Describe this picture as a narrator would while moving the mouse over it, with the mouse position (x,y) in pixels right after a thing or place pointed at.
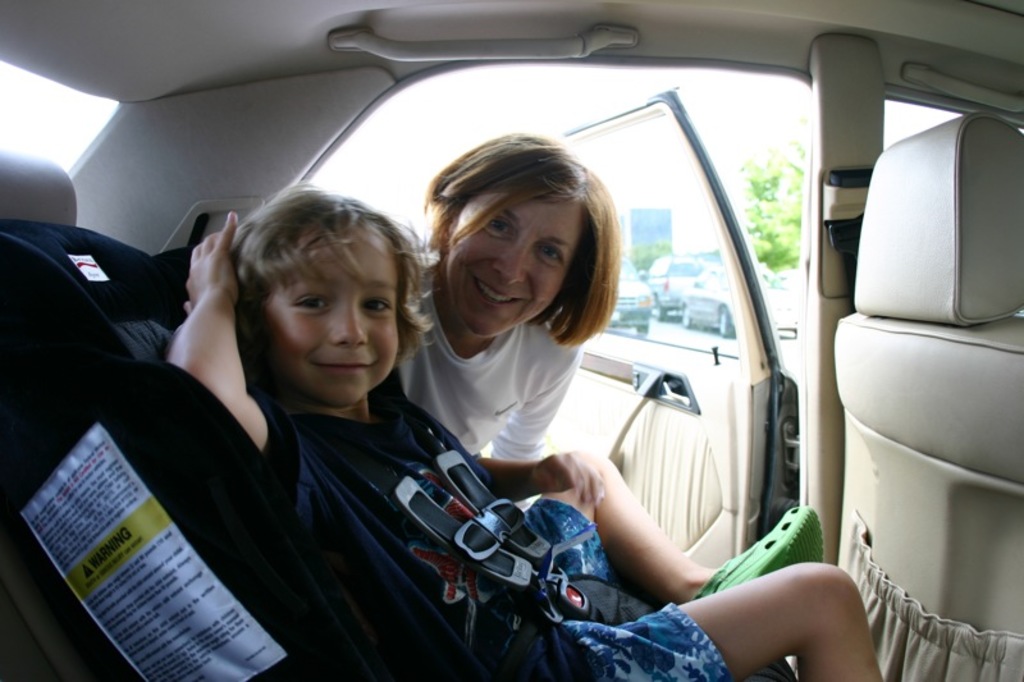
Girl (354,540) sitting in the car (288,530) another girl (498,323) standing outside the car (749,275), this is car (713,303) and tree (773,211).
